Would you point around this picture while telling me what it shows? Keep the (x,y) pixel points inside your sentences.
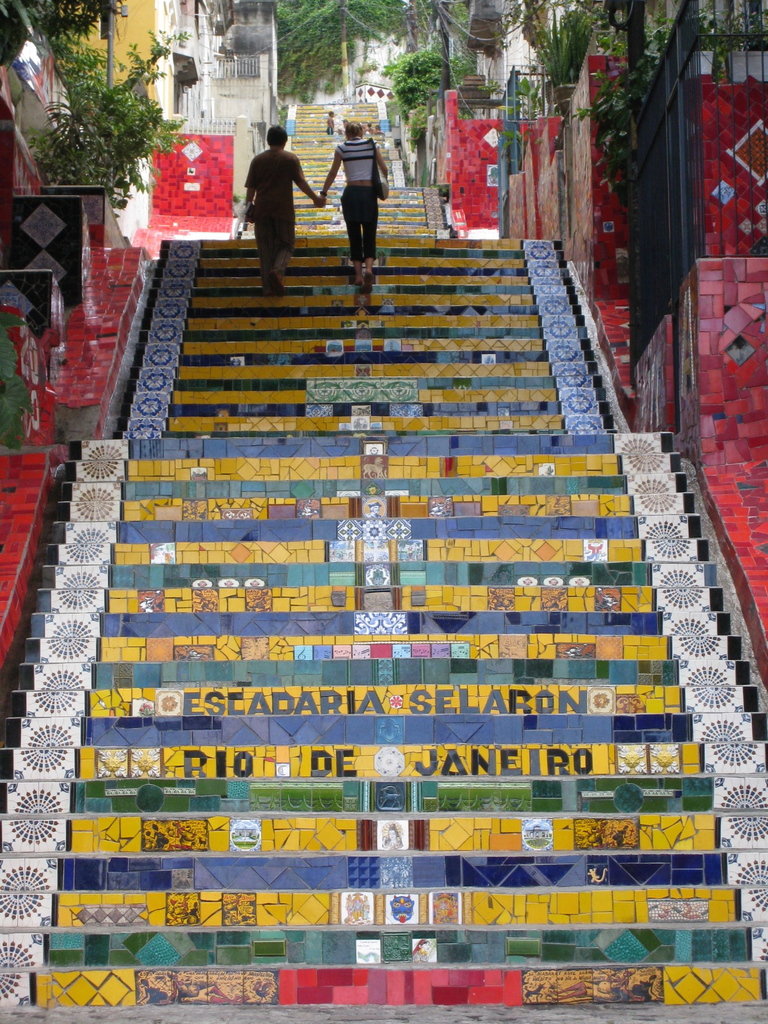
In the picture I can see steps (292,452) which are yellow in color. In the background (357,281) I can see plants (112,152), trees (354,30), buildings (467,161) and people (265,238) on steps (311,349).
